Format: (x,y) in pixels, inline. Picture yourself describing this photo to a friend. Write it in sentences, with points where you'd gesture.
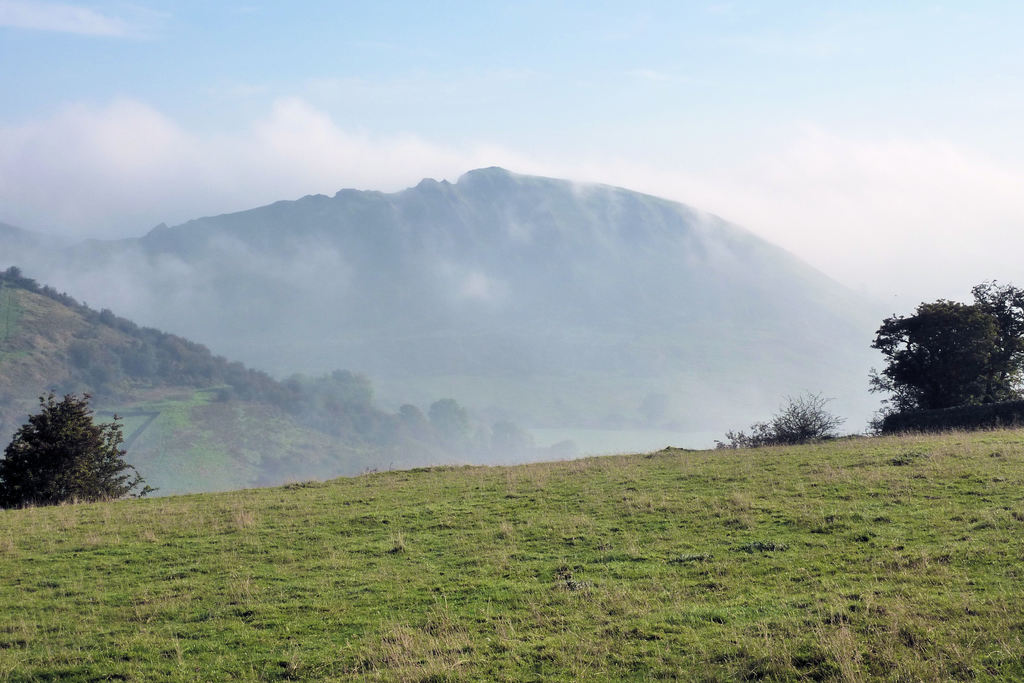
This picture is clicked outside. In the foreground (473,603) we can see the green grass (224,532). In the center (411,439) we can see the plants (820,425) and the rocks (451,268). In the background (283,121) we can see the sky (433,95) and the fog (755,269).
